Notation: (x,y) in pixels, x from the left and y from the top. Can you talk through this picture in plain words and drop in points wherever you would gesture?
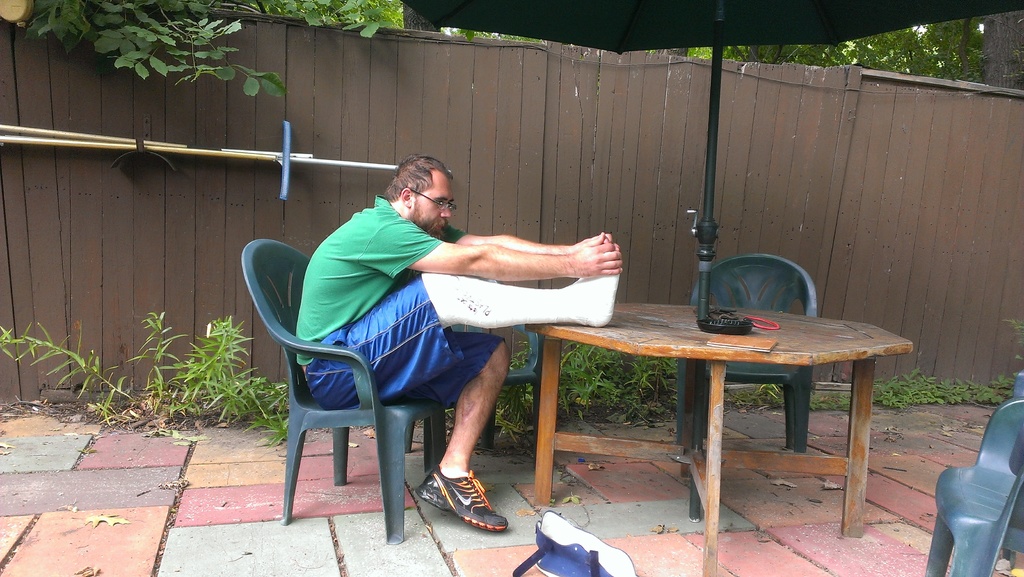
A man (429,213) is stretching his broken leg (541,297) by placing it on a table (601,339) in front of him.
